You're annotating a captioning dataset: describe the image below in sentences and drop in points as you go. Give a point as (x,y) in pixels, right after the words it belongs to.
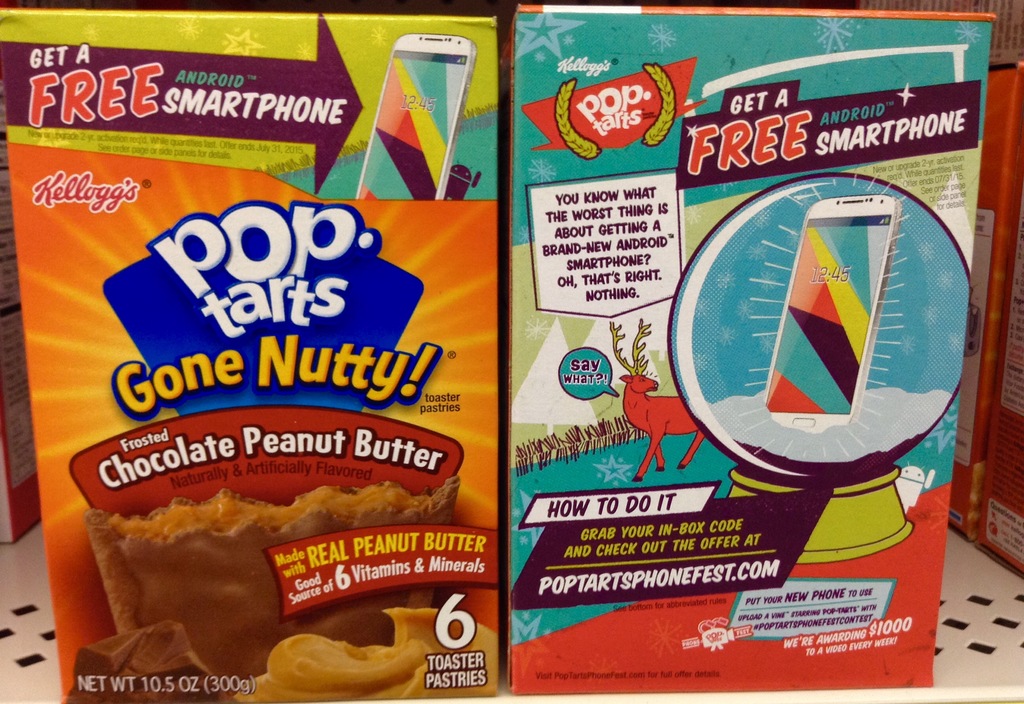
In this image I can see few boxes (421,443). On the boxes (250,377) I can see the text (228,316) and some cartoon images (741,312).
